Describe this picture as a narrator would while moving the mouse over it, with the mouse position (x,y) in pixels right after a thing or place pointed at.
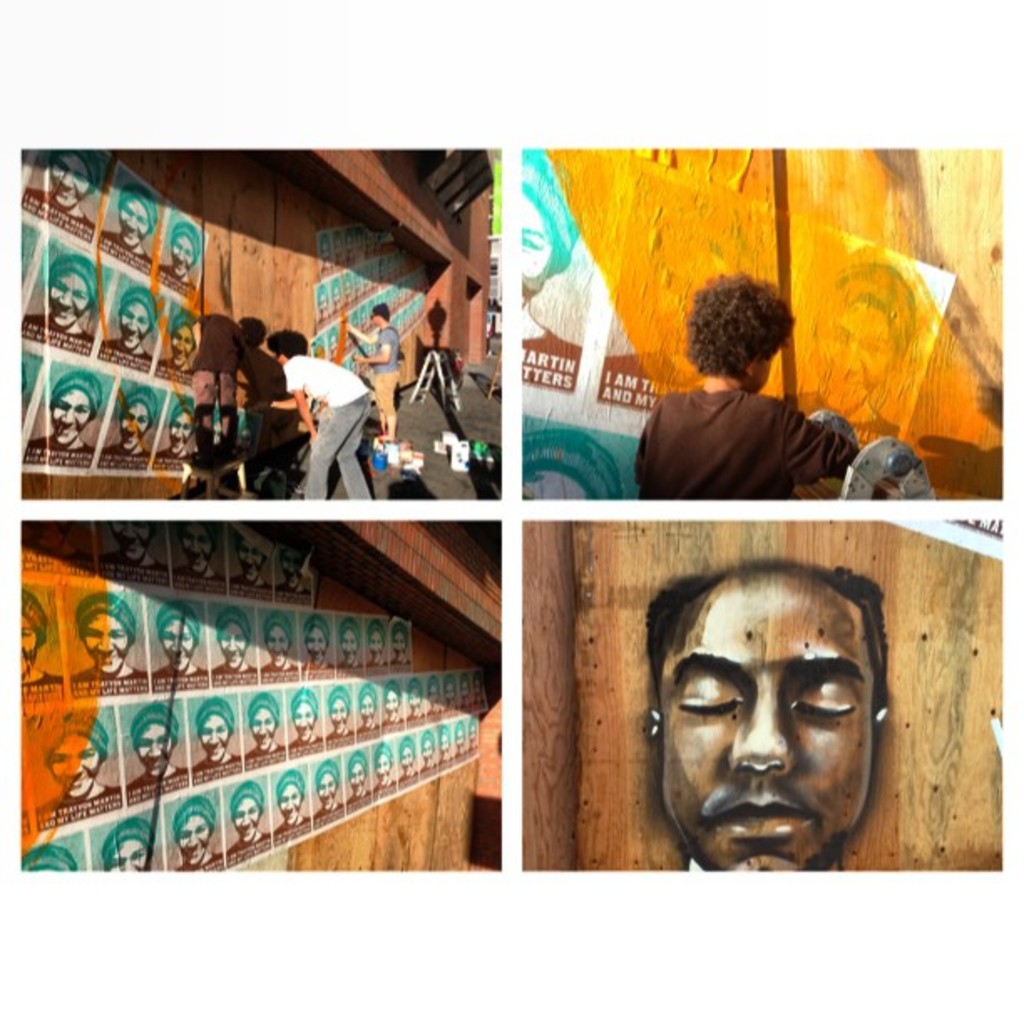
This is a collage, in this image there are some persons (342,455) and some posters (193,663) are stick to the wall (628,591), and there are some buckets (393,458) and a wall (624,541).
